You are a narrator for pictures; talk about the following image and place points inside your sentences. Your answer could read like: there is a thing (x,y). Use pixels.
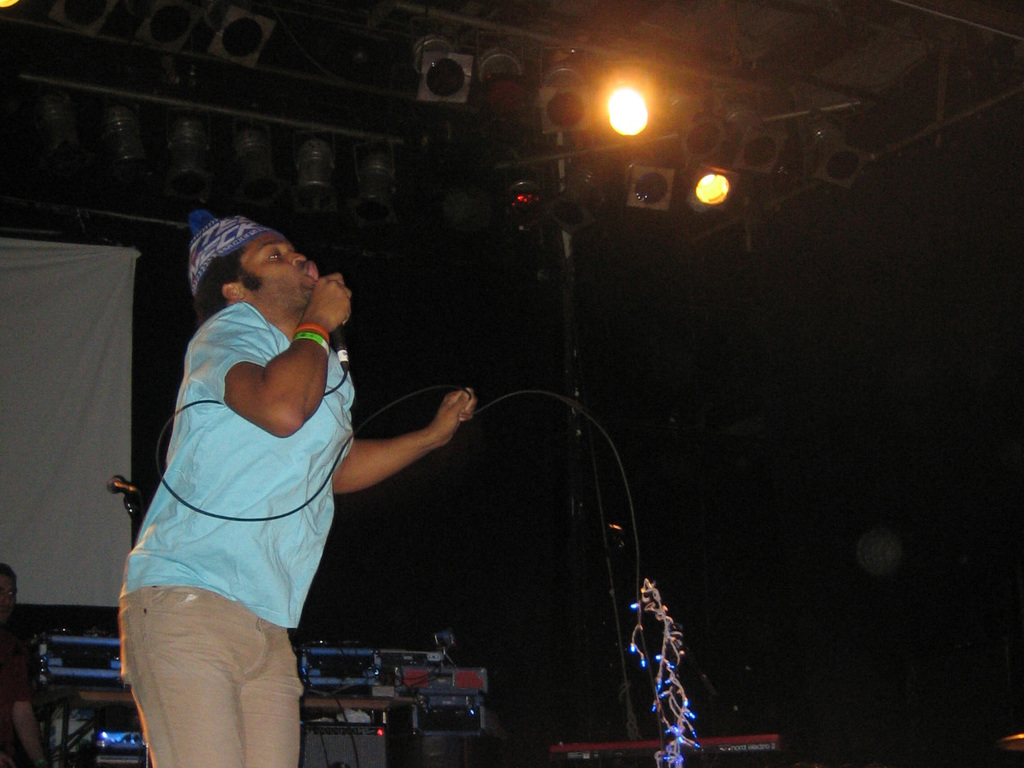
In this picture we can see a man (278,337) who is holding a mike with his hand (330,319). These are some musical instruments (414,668). And this is light (620,122).
